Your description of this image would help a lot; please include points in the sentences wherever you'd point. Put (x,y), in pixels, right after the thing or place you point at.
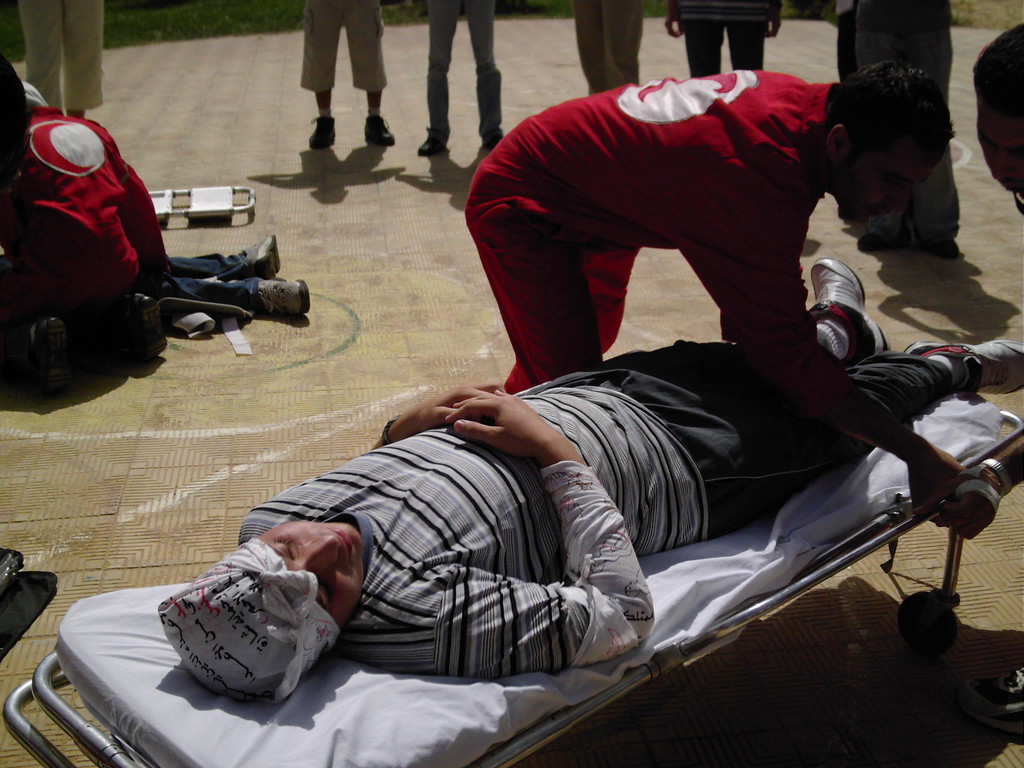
A person (471,668) is lying on a stretcher (816,541). A person (751,185) is standing wearing a red dress (544,315). Behind them there are other people (50,52).
